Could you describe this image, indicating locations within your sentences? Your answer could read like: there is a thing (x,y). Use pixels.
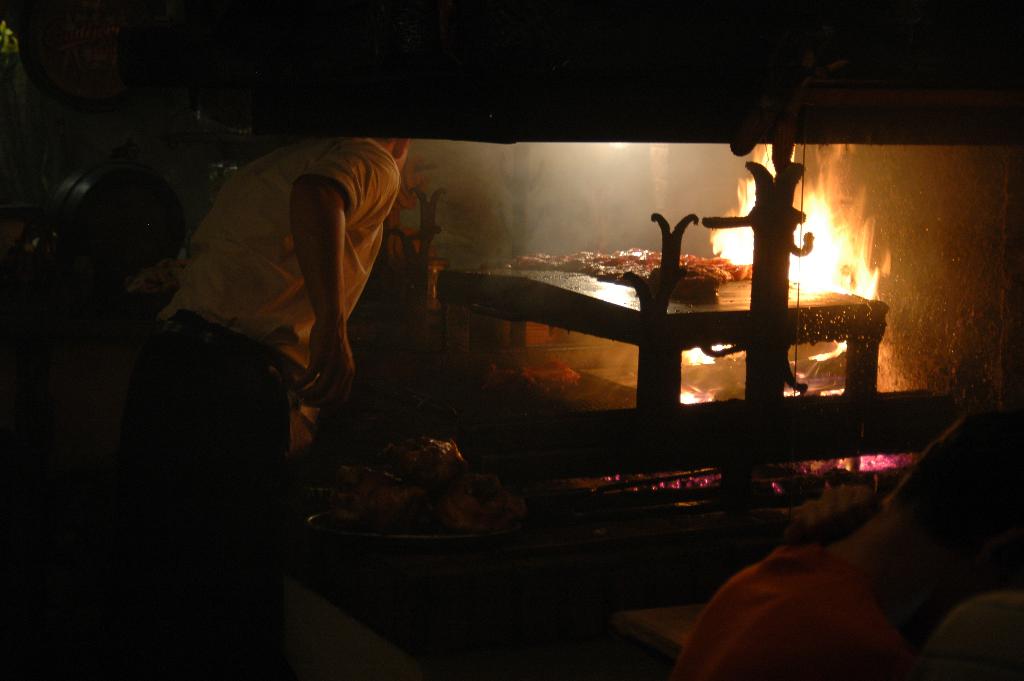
In this image there is a table (670,341). Behind it there is fire (795,274). In the left (276,276) a person (269,366) is standing. The background (59,417) is dark.
